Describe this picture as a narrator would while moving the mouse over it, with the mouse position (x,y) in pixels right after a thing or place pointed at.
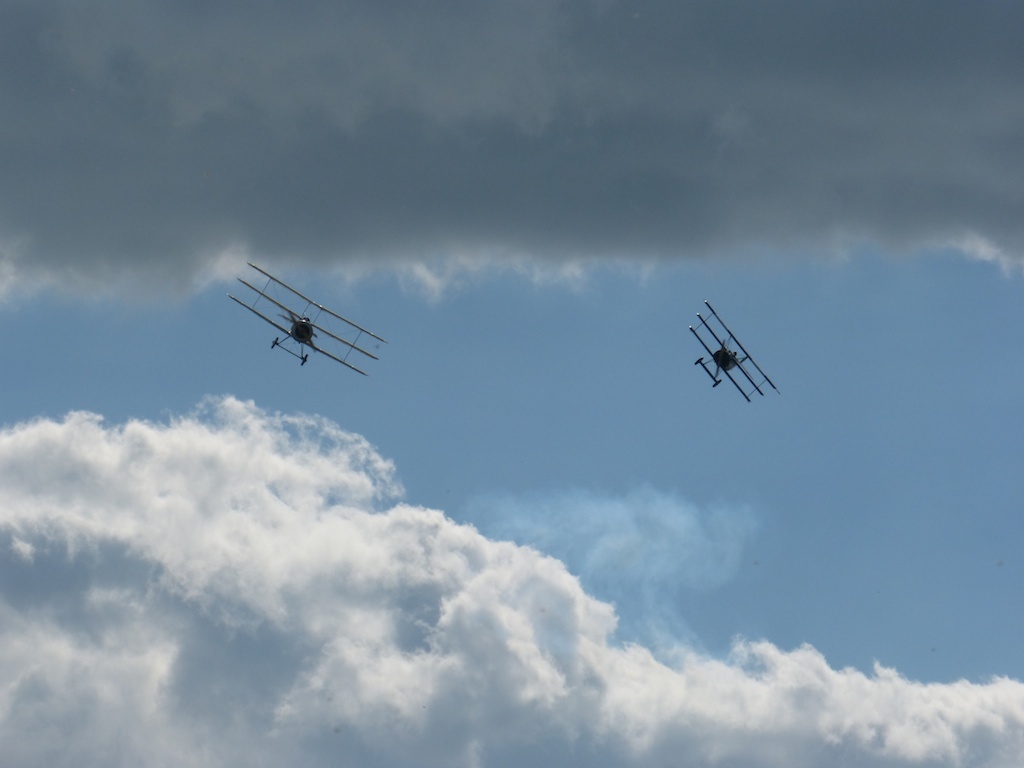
In this picture, we see two airplanes (286,287) are flying in the sky (733,437). In the background (555,393), we see the clouds (396,525) and the sky (605,486), which is blue in color.
